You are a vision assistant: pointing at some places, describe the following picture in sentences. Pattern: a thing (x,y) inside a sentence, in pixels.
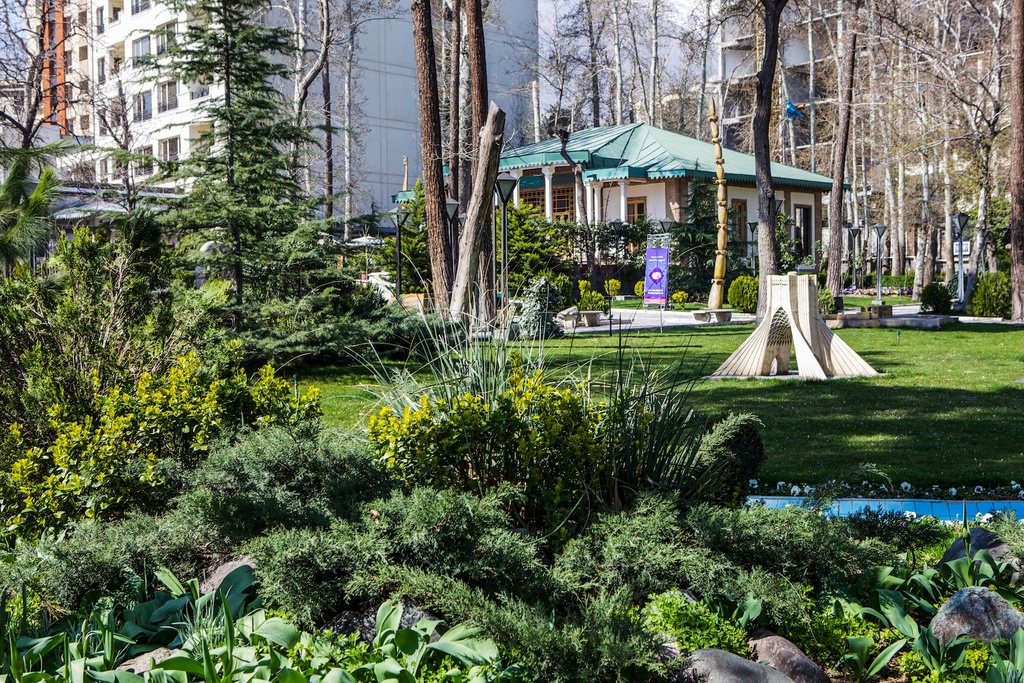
In the center of the image (658,280) we can see buildings (370,46), windows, trees (198,68), poles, plants (529,457), grass (838,386), rocks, one banner (649,294) and a few other objects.
